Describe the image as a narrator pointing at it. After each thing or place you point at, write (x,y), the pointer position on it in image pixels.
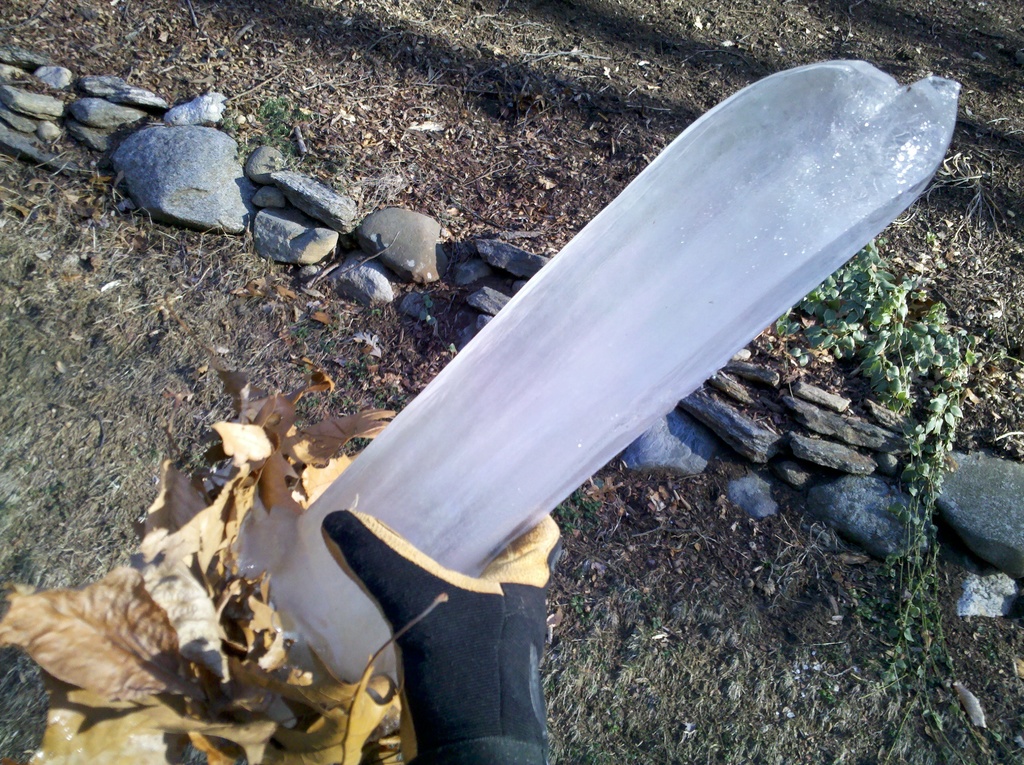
There is an ice block (582,363). And a person (494,604) wearing glove (475,634) is holding that. On the ground (313,420) there are litter (233,689) of leaves (256,701), rocks (204,160) and plants (940,308).
